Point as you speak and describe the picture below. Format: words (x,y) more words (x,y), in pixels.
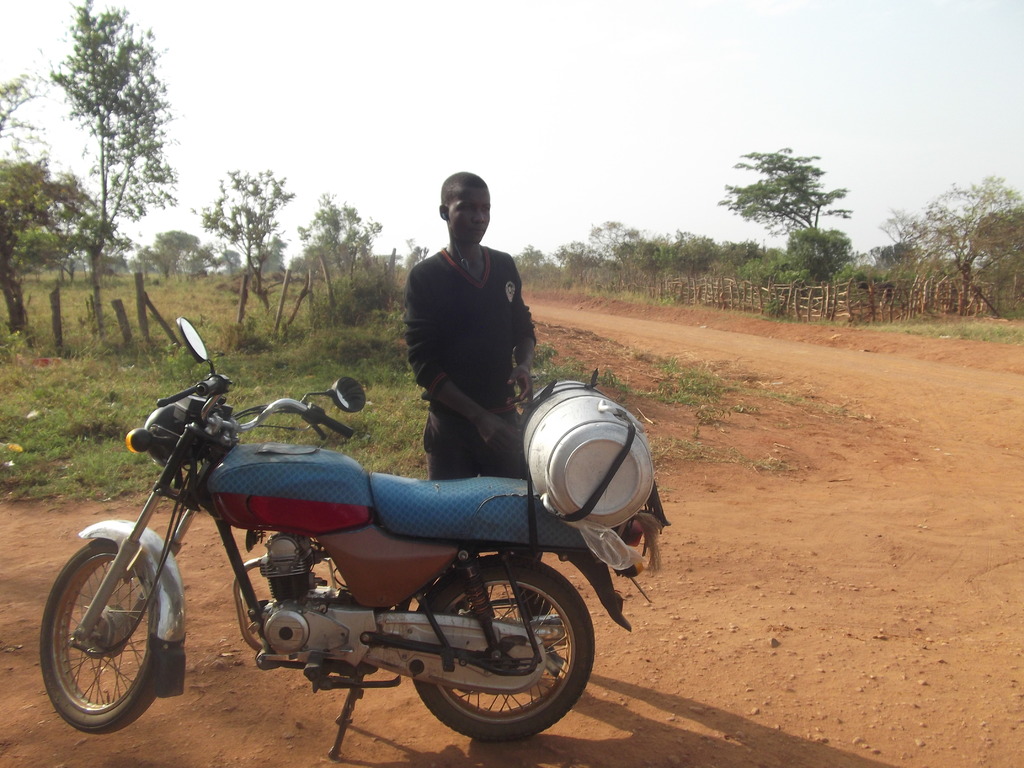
In the image we can see a man (499,319) standing and wearing clothes (457,349). In front of him there is a bike (288,473), this is an object (614,475), sand (641,685), grass (125,420), pole (146,326), plant (350,286), trees (369,263), wooden fence (850,296) and a white sky (797,139).
